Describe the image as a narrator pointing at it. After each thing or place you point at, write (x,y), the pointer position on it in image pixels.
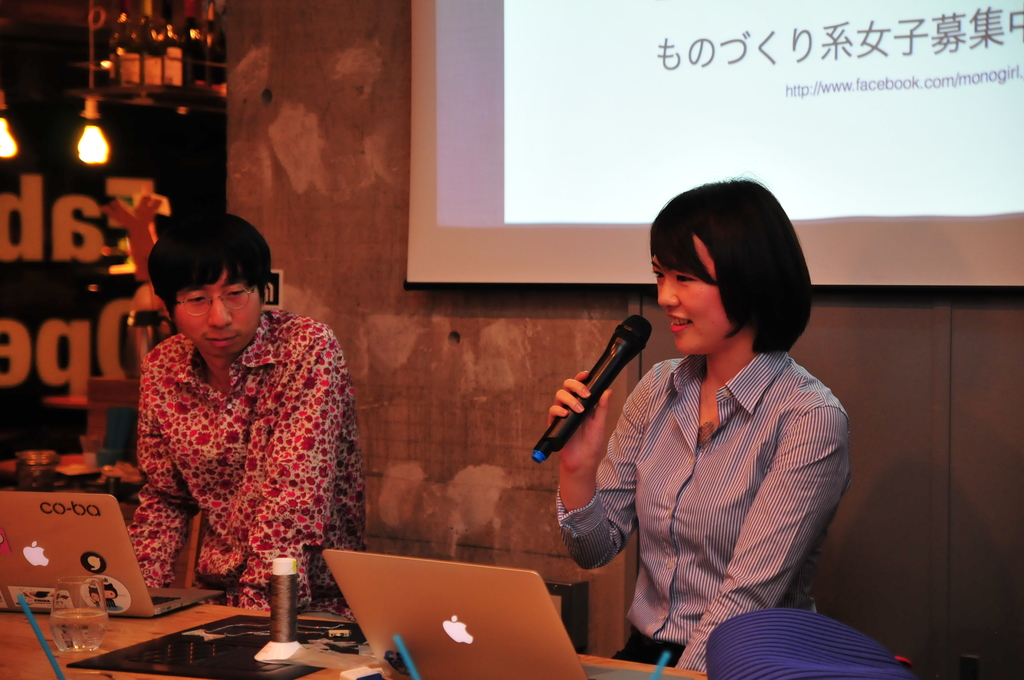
in this picture we can see a man (224,506) and woman (734,277) where woman (665,396) is holding mic (617,374) with her hand (580,404) and talking and in front of them on table (48,616) we have laptop (436,583), glass (86,607) with water (63,623) in it, cap (727,649) and in the background (416,192) we can see screen (434,114), wall (314,115), lights (83,129).
